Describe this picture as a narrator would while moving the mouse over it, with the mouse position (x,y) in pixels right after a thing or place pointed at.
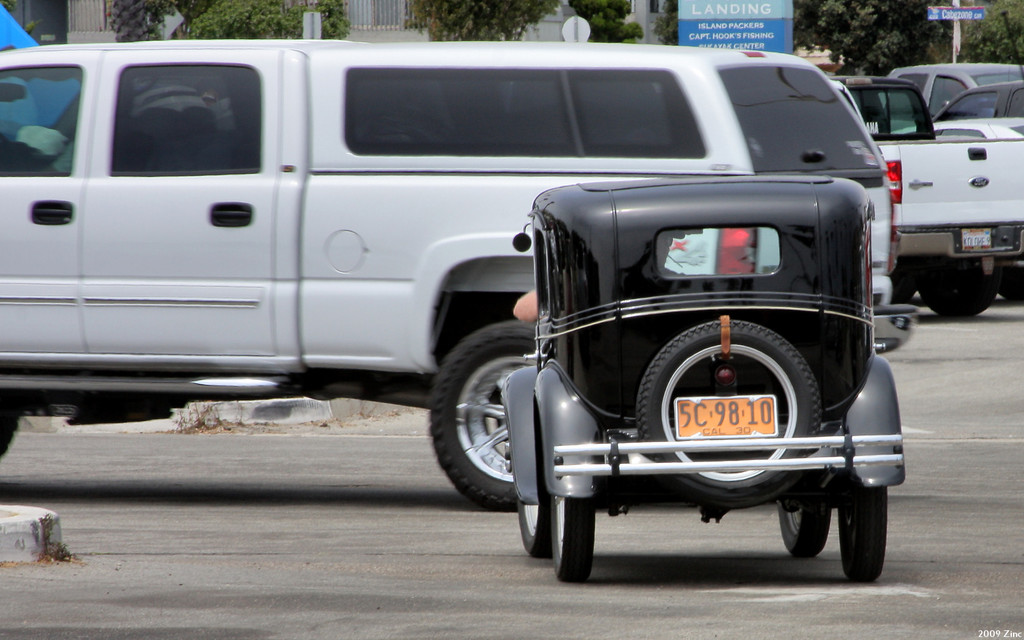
This is a vehicle (701,398) in black color on the road (673,608). On the left side (309,188) it's a car (315,211) in white color.
